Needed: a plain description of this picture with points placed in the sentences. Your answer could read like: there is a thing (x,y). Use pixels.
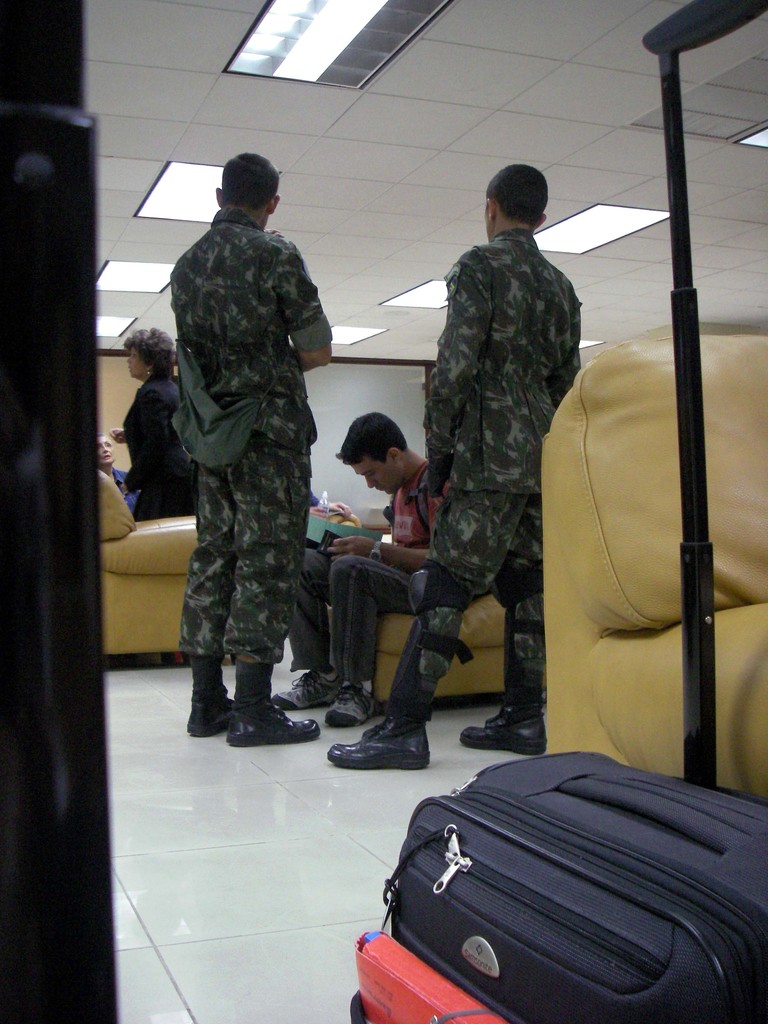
These two persons (259,295) are standing and wore military dress (264,401). This person (328,573) is sitting on a couch (472,605) and hold a file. Beside this couch (678,611) there is a luggage (645,886). On top (180,198) there are lights (205,198). Far this woman (171,420) is standing and wore black dress (159,435).
